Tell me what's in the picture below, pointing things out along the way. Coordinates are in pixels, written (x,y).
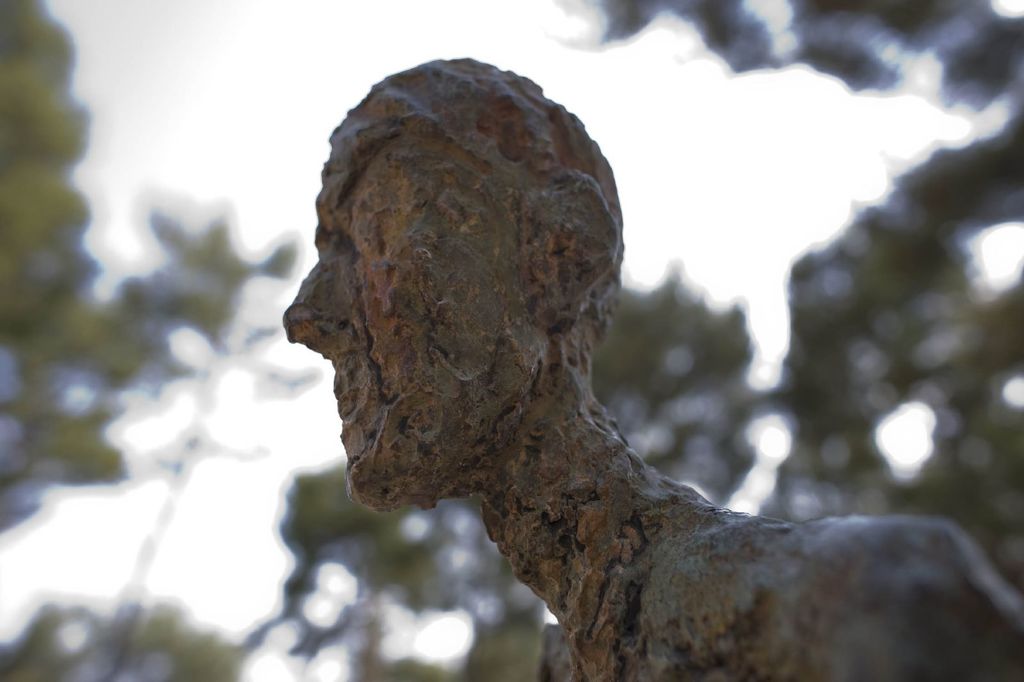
In the picture I can see a statue (594,444). The background of the image (863,382) is blurred.
